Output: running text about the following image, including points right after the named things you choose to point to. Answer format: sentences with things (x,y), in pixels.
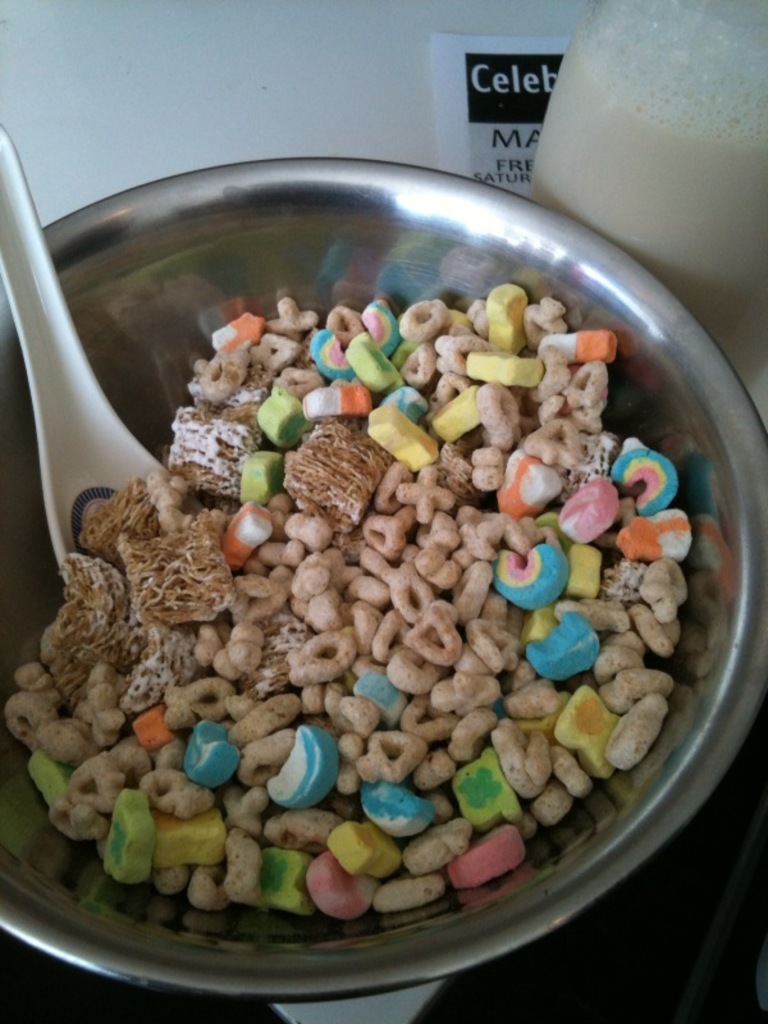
In this image there is so much of food (409,684) served in bowl (591,858) along with spoon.
